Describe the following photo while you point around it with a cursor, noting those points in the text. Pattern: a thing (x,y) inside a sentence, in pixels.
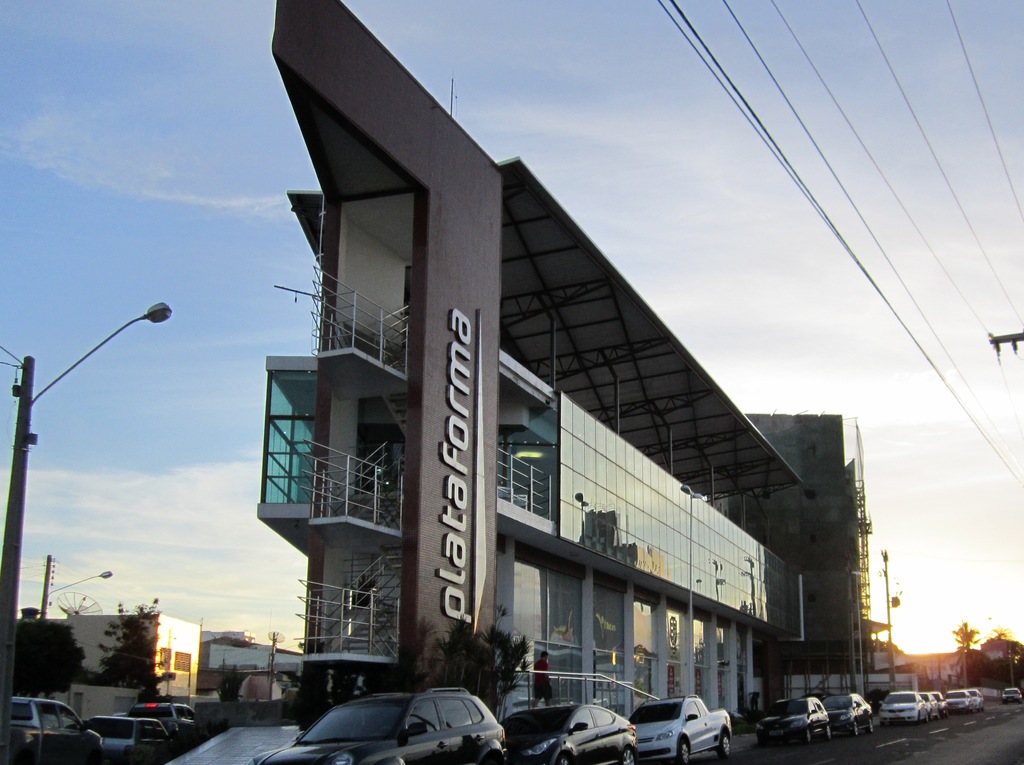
In the foreground of this image (433,740), there are vehicles (580,734) at the bottom (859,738) on the road (846,737). In the middle (443,264), there is a building (383,496) and a pole (18,538) on the left (28,375). In the background (141,633), there are trees (58,646), buildings (194,684) and few vehicles (151,709). At the top (916,106), there are cables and the sky (547,65).
